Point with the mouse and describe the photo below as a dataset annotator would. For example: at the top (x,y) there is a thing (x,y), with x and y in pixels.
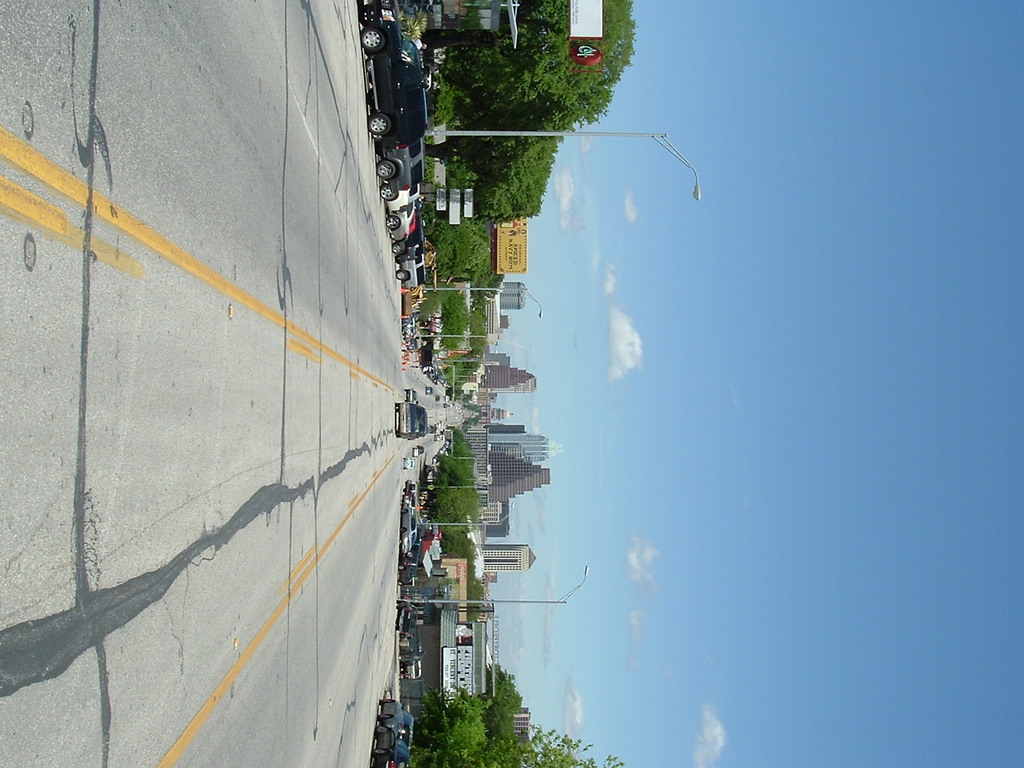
In the center of the image (432,400) there is a road (368,456) on which there are vehicles (395,59). In the background of the image (476,412) there are buildings (495,534), poles (449,603), trees (557,116). At the top of the image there is sky (692,460).
